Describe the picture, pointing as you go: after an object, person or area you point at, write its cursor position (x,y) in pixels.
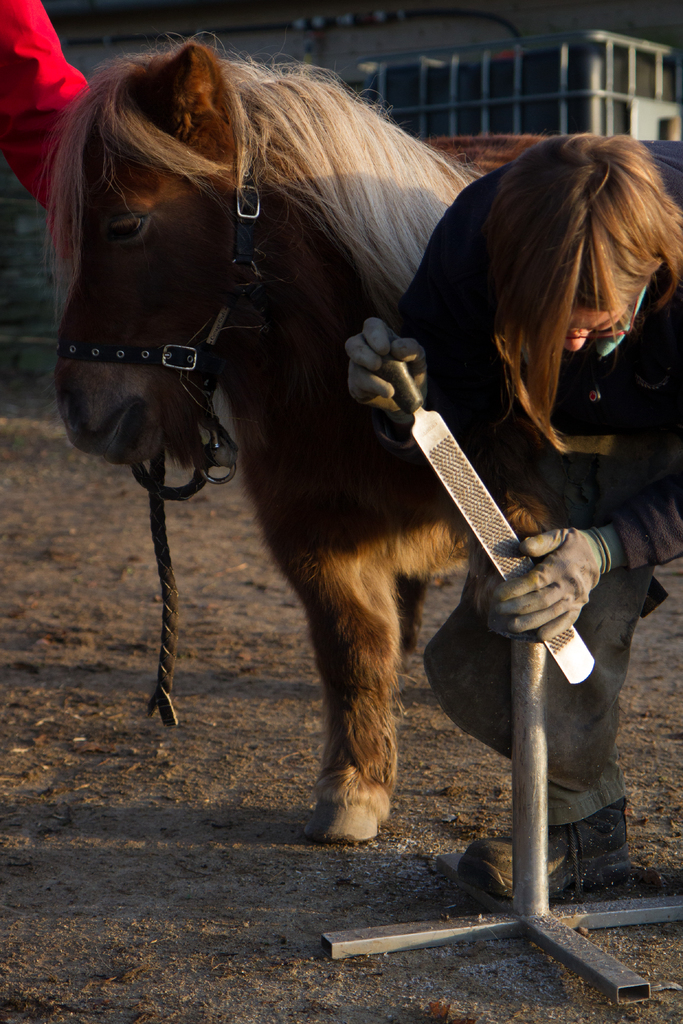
In front of the image there is a person (630,272) holding some object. Behind her there is a horse (344,558) and we can see the hand (22,30) of a person (22,126). In the background of the image (629,35) there is a building (632,35).
